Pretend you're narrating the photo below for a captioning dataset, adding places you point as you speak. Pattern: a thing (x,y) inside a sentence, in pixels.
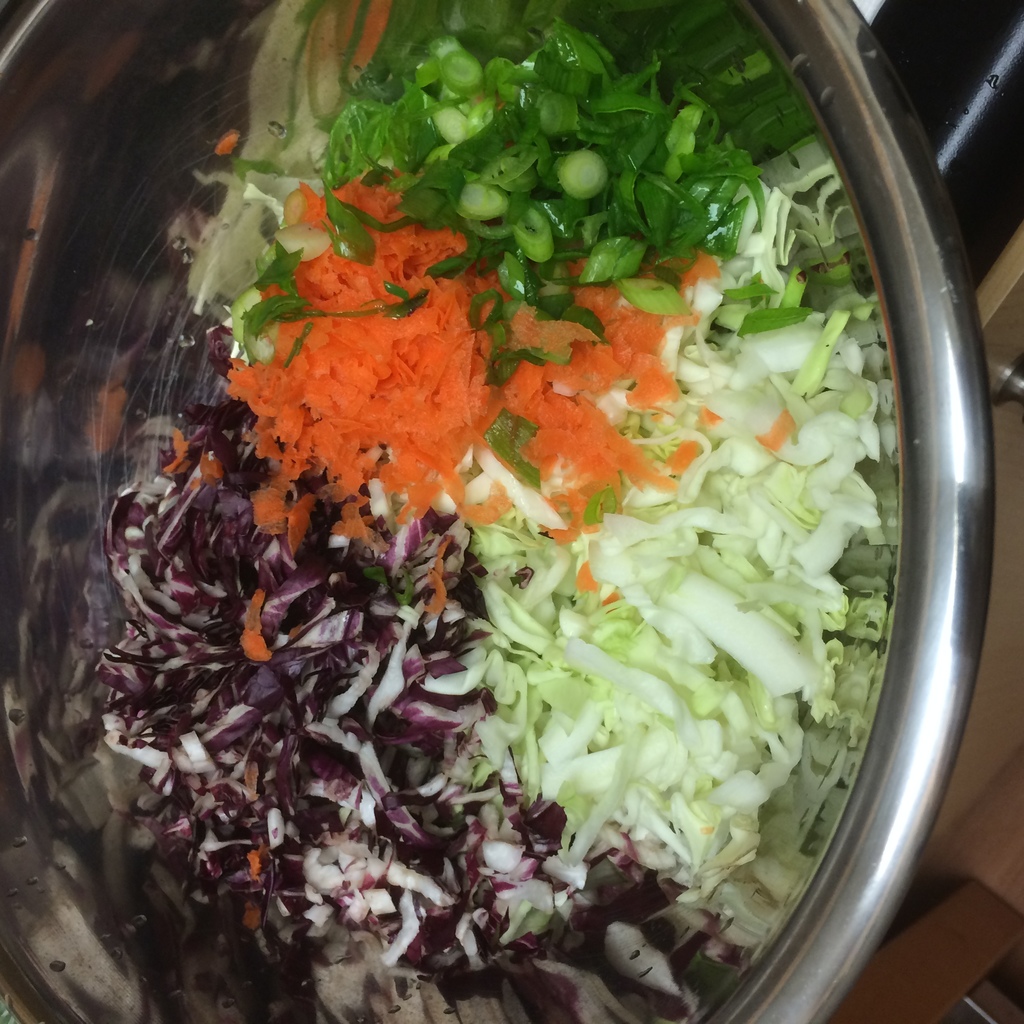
In this image we can see the vegetables (413,552), cut and kept in the steel bowl (45,98) which is placed on the surface (934,50). Here we can see the floor (1006,812) and wooden drawers (968,763).
